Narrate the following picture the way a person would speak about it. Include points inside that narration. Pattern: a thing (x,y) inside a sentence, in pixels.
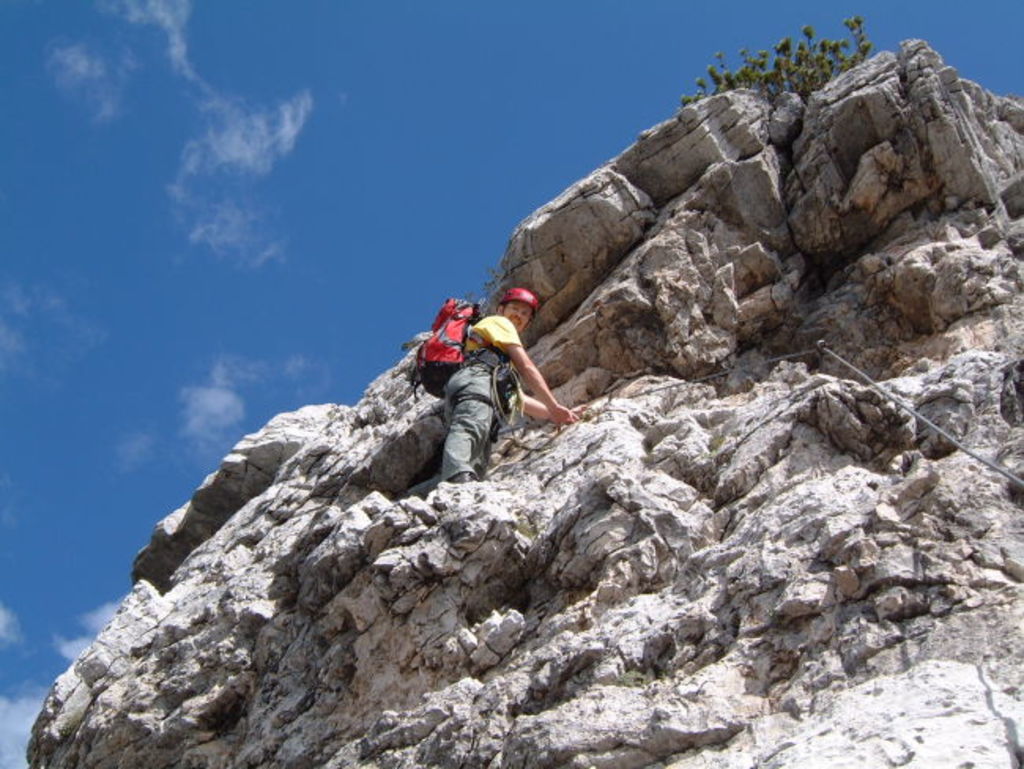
In this image there is a person (493,423) standing on the mountain (510,244), and in the background (386,248) there is sky (312,144).
